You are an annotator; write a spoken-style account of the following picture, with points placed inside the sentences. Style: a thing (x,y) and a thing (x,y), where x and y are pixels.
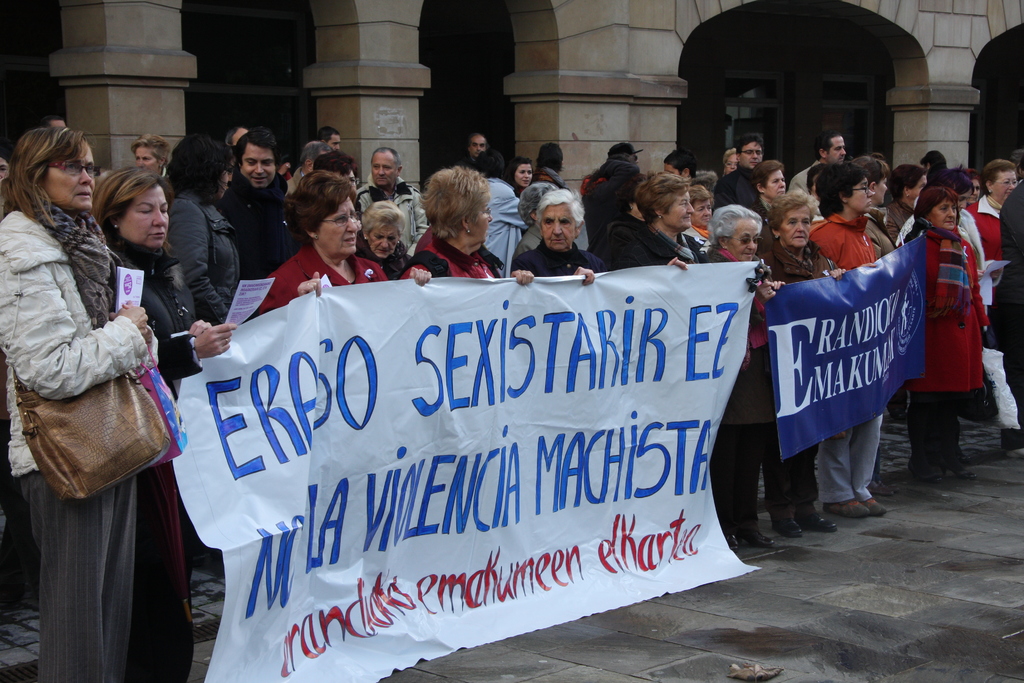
In the image there are group of people (48,366) protesting against some issue, they are holding two banners (591,352) with their hands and they are standing in front of a building (477,69).
